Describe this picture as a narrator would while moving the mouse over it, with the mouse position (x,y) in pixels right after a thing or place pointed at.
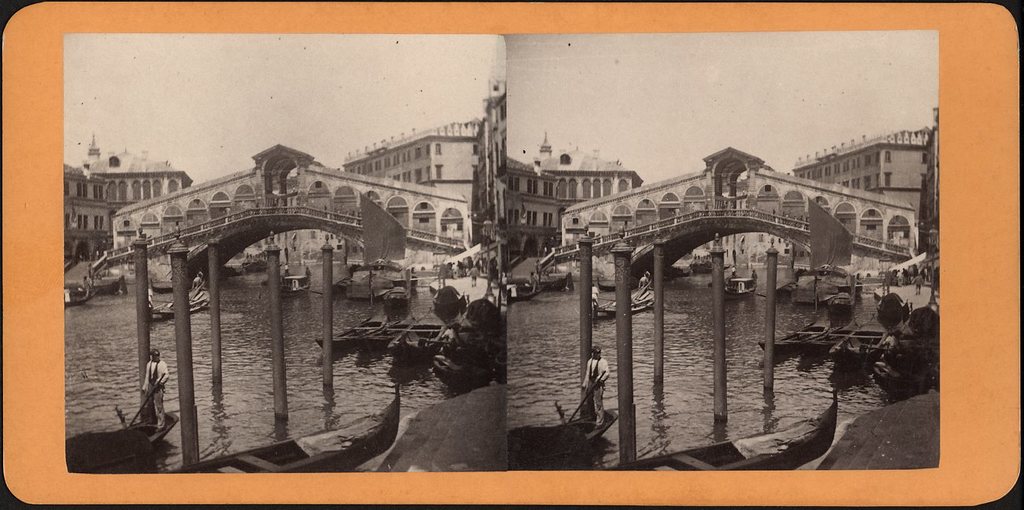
In this image I can see the collage picture and I can see few boats (488,313) and few people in the boats (608,423). In the background (640,159) I can see the bridge (652,237), few buildings (440,192) and the sky (672,91) and the image is in black and white.
